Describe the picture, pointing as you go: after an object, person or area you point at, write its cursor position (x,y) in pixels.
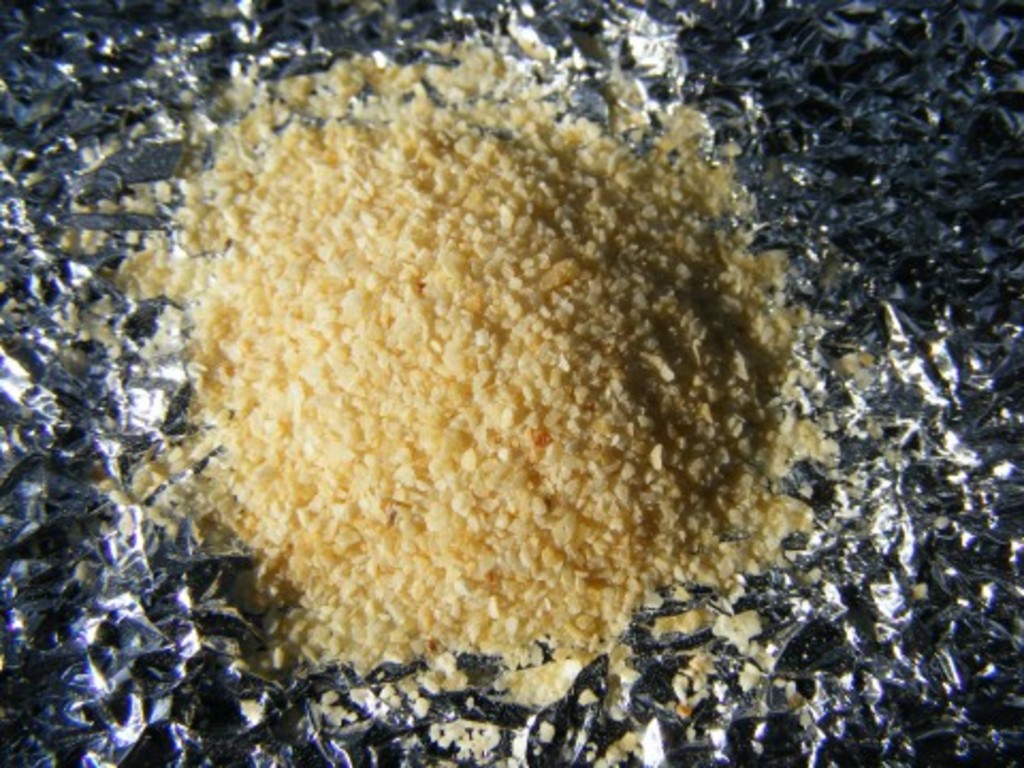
In this image we can see food item (224,255) on a silver paper (143,233).
